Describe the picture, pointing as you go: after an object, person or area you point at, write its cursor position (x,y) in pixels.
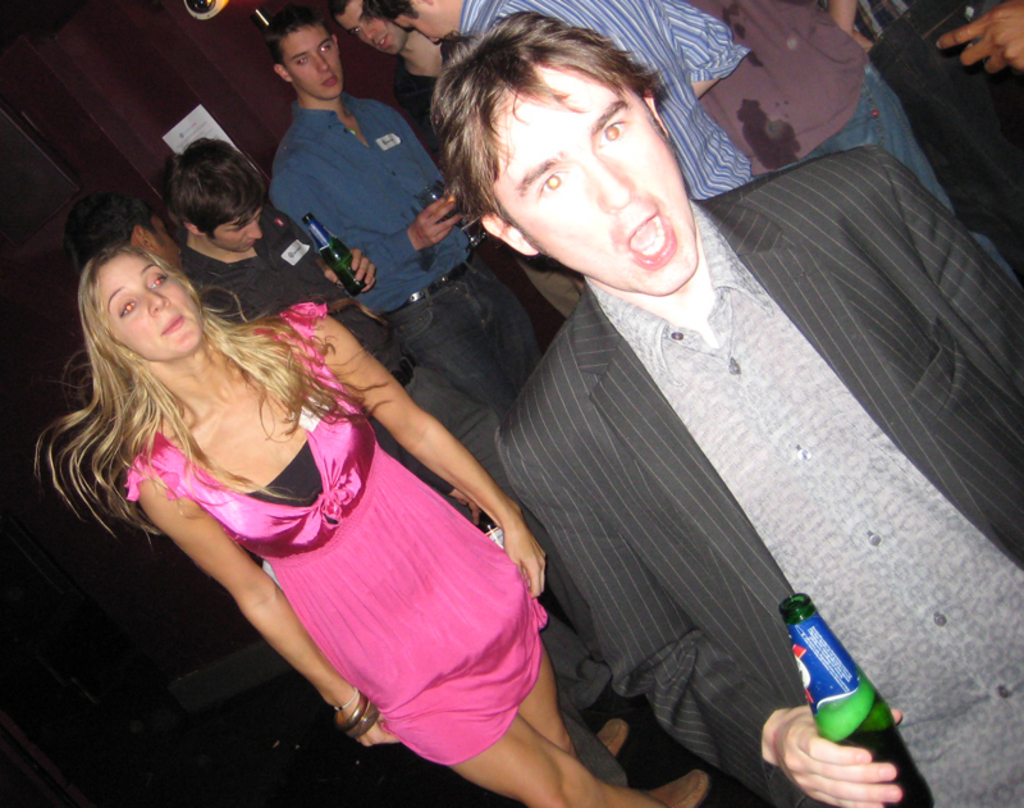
A dark room (93,159) where we have a group of people (326,148) and a girl (145,323) with pink and black frock (518,641) and a guy (631,439) who is wearing a coat (686,506) having a bottle (814,702) in his hand (823,731) and behind the girl (327,310) we have four people (350,114) who are catching the bottles (306,217) and the glasses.
